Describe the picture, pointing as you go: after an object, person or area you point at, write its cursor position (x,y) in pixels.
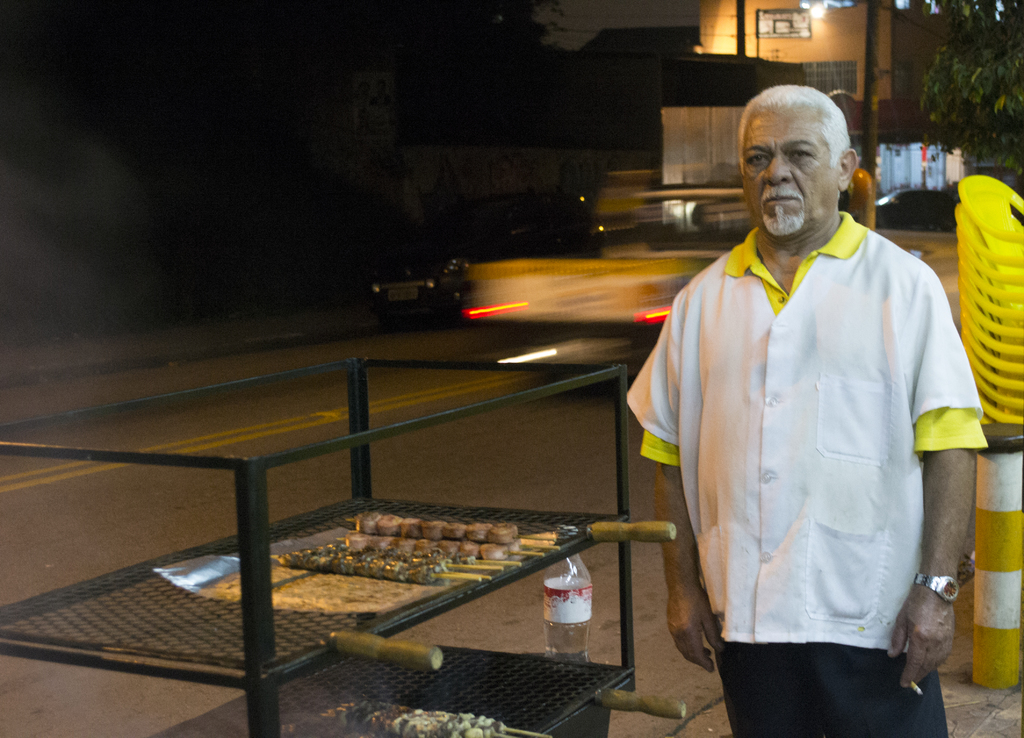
This image is taken outdoors. In this image the background is dark and there is a house (728,129). A vehicle (641,250) is moving on the road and there is a tree (938,98). On the right side of the image (995,245) there are a few chairs (993,305) on the road (957,308). A man (957,333) is standing on the road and he is holding a cigarette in his hand (920,671). On the left side of the image (157,488) there is a road (194,521) and there is an iron stand (263,552) with two shelves (452,652). There are a few food items (429,563) on the shelves (478,695) and there is a bottle (557,606).
